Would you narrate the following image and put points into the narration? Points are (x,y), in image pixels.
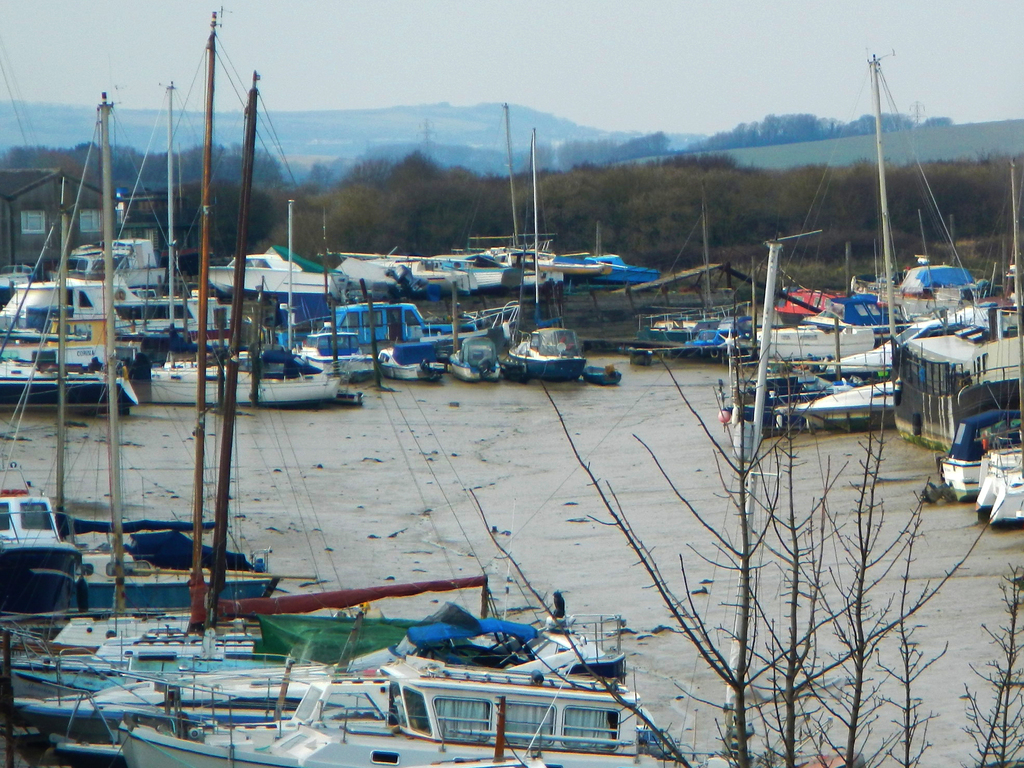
In this image we can see a sea (524,500). There are many trees (657,203) and water crafts (367,721) in the image. There is a sky (672,41) in the image. There are many hills (462,136) in the image.
